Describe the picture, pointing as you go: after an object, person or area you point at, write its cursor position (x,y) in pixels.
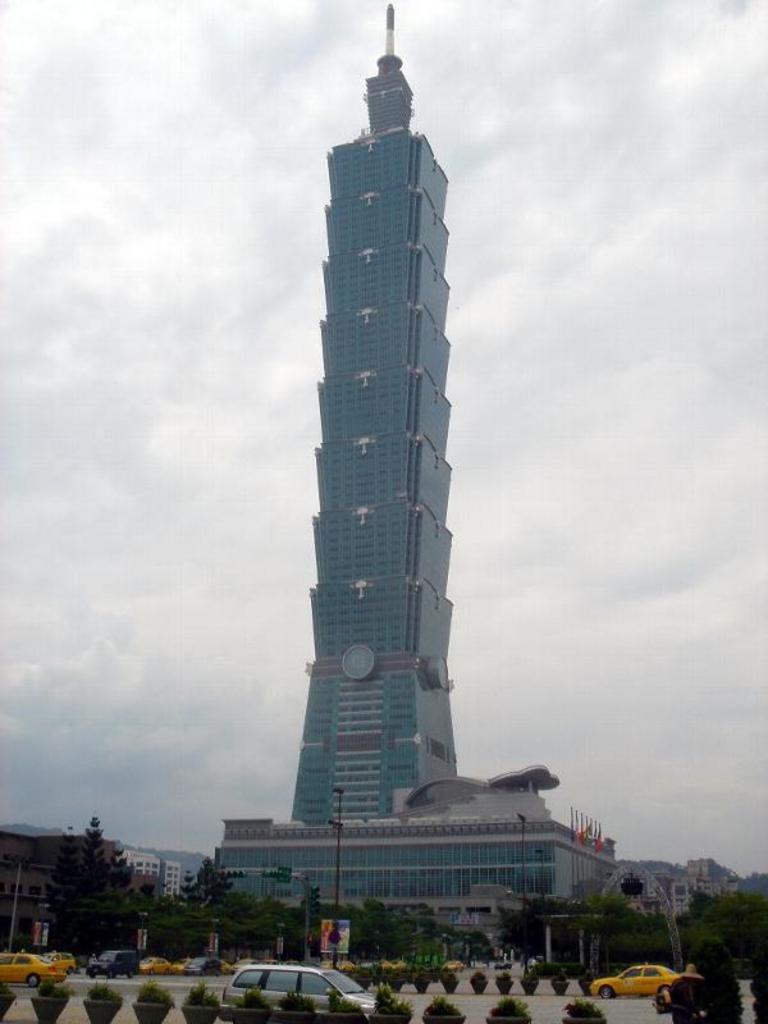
In this picture I can see vehicles (276,999) on the road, plant pots (285,1010), poles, buildings (392,688), trees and other objects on the ground (432,991). In the background (544,514) I can see round emblems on the building (383,599) and the sky (588,547).
